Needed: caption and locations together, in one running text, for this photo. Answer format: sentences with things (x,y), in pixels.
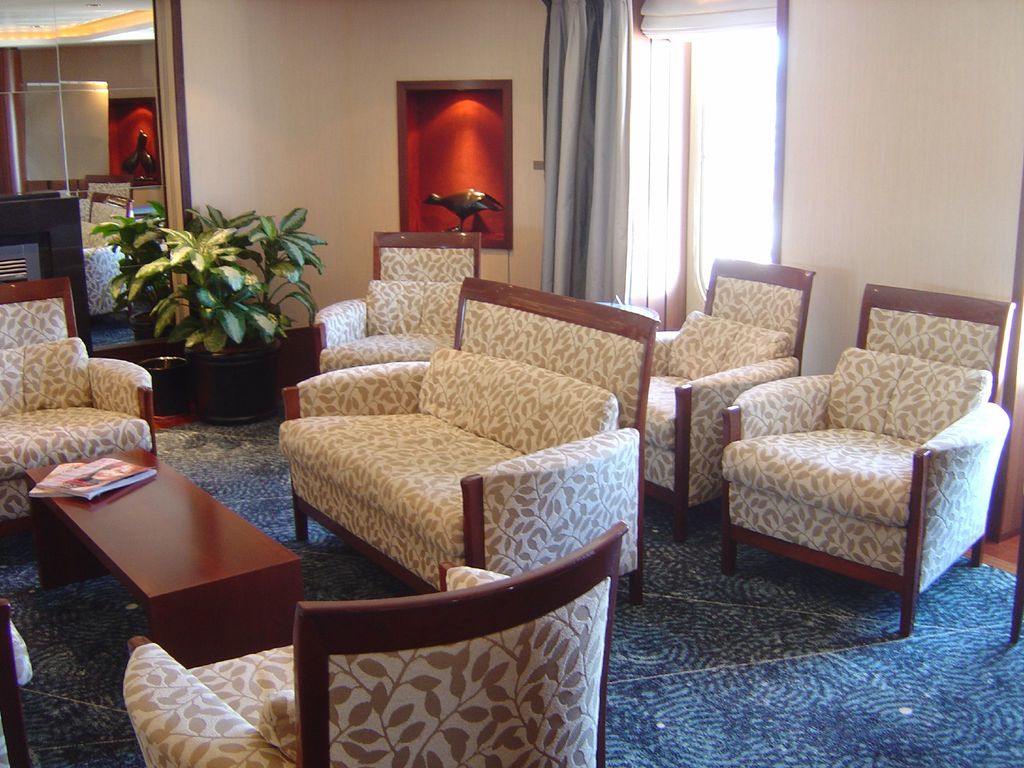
These are the sofa chairs (507,470) and there is a plant (267,332) in the middle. On the right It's a window (655,182).
